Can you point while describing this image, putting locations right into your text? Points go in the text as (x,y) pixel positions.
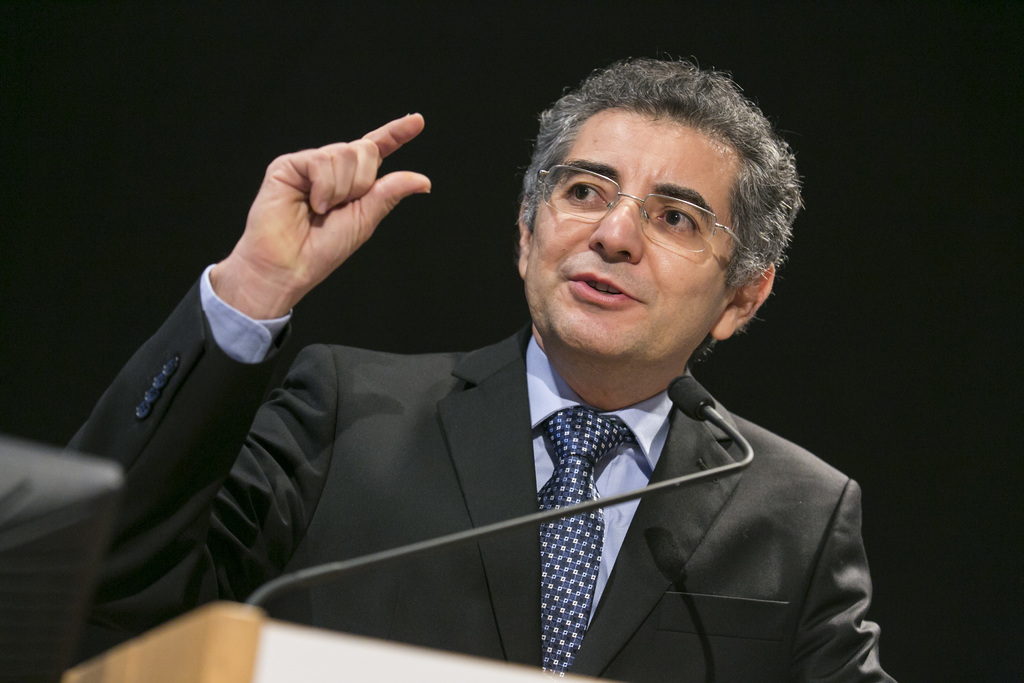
Here I can see a man (395,446) wearing a suit (516,487), blue color tie (548,504), standing in front of the podium (126,650) and speaking on a microphone (691,406) by looking at the left side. In the bottom left-hand corner (19,549) there is an object (61,604). The background (827,367) is black in color.
